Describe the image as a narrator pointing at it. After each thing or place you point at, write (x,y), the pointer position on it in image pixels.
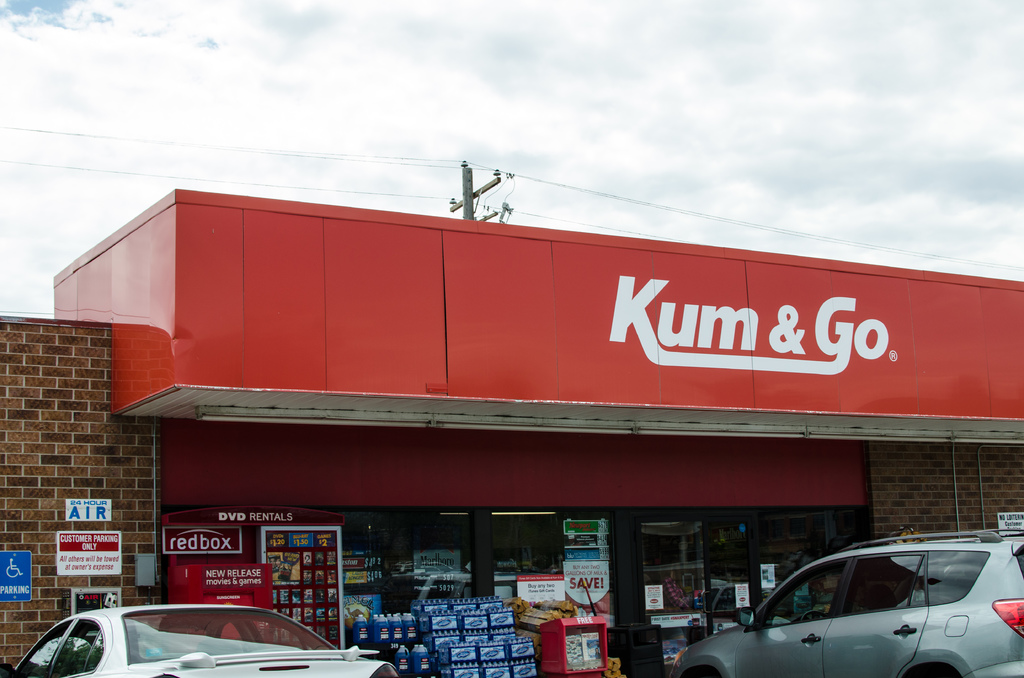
In this image, we can see a mart (30,612). Here we can see posters (86,563), name board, sign board (98,556), few objects (495,607), glass doors (664,579), brick walls (897,502). At the bottom (1004,576), we can see vehicles (199,655). Background (741,143) there is a sky (489,115) and pole (465,188) with wires (78,167).
